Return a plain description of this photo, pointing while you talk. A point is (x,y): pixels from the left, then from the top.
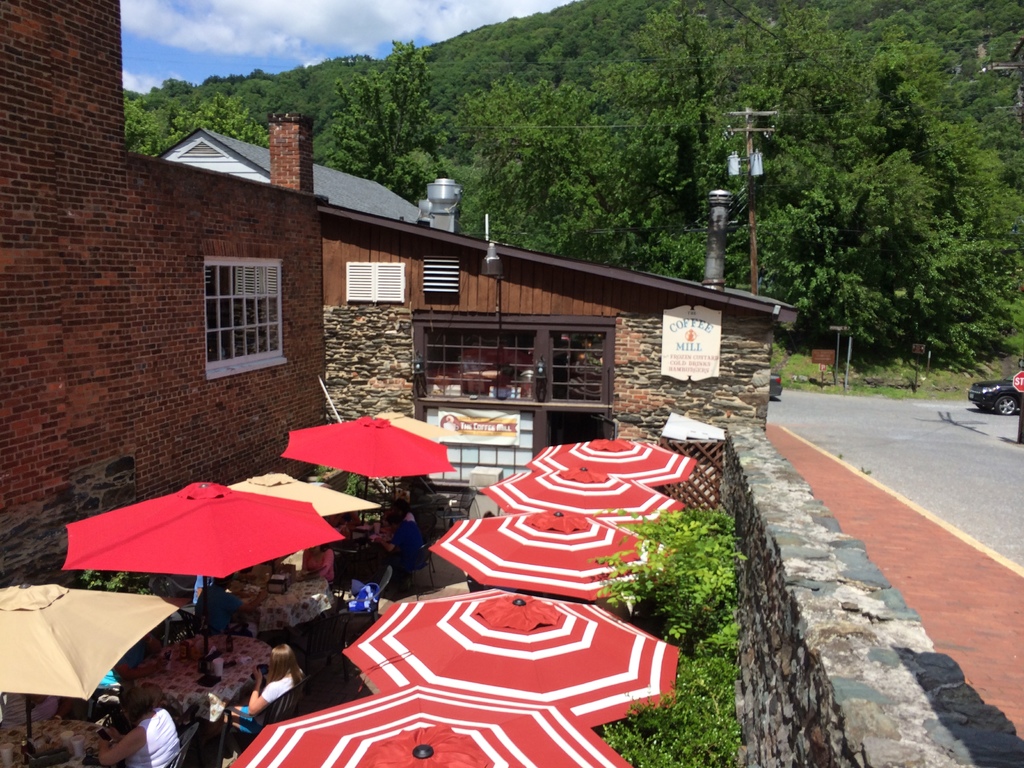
In this picture we can see there are tables (201,687) and people (157,751) sitting on chairs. There are umbrellas (528,500) with stand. On the right side of the umbrellas (534,558) there is a wall (797,555). Behind the umbrellas (399,468) there is a building (296,320), board (691,319) and there is an electric pole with cables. On the right side of the image (993,388), there is a vehicle (975,392) on the road (953,419) and there is a pole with a signboard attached to it. Behind the building (291,290) there are trees (547,23) and the sky (208,31).
